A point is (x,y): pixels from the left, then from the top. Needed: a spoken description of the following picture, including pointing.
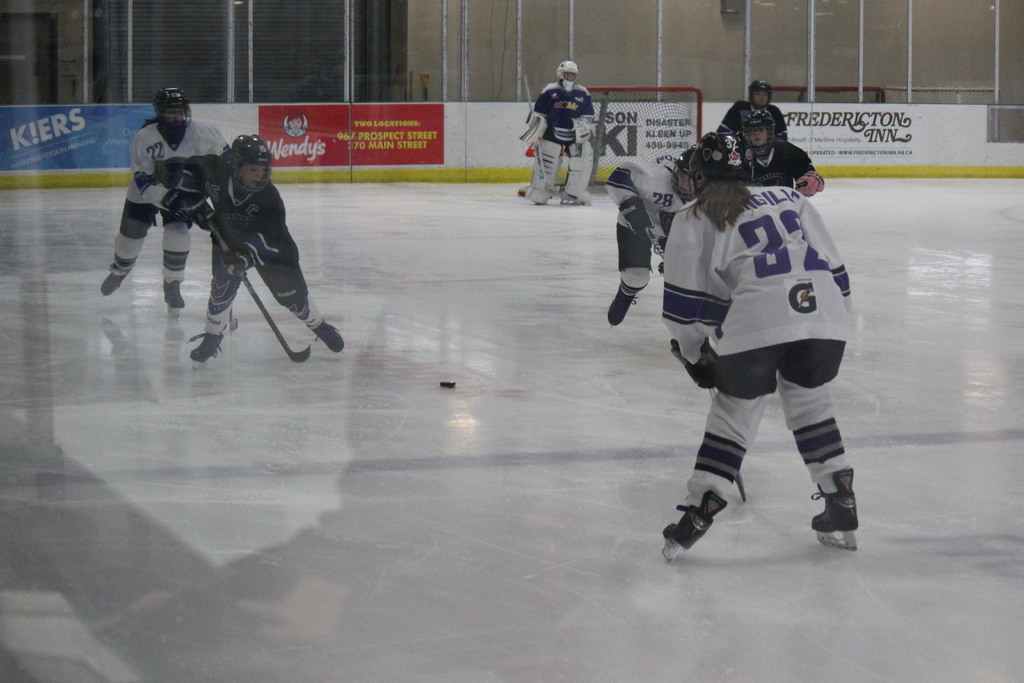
In this image we can see group of lady persons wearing sports dress (574,100), helmets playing ice hockey and in the background of the image (393,156) there is fencing (39,130), board (378,143).
